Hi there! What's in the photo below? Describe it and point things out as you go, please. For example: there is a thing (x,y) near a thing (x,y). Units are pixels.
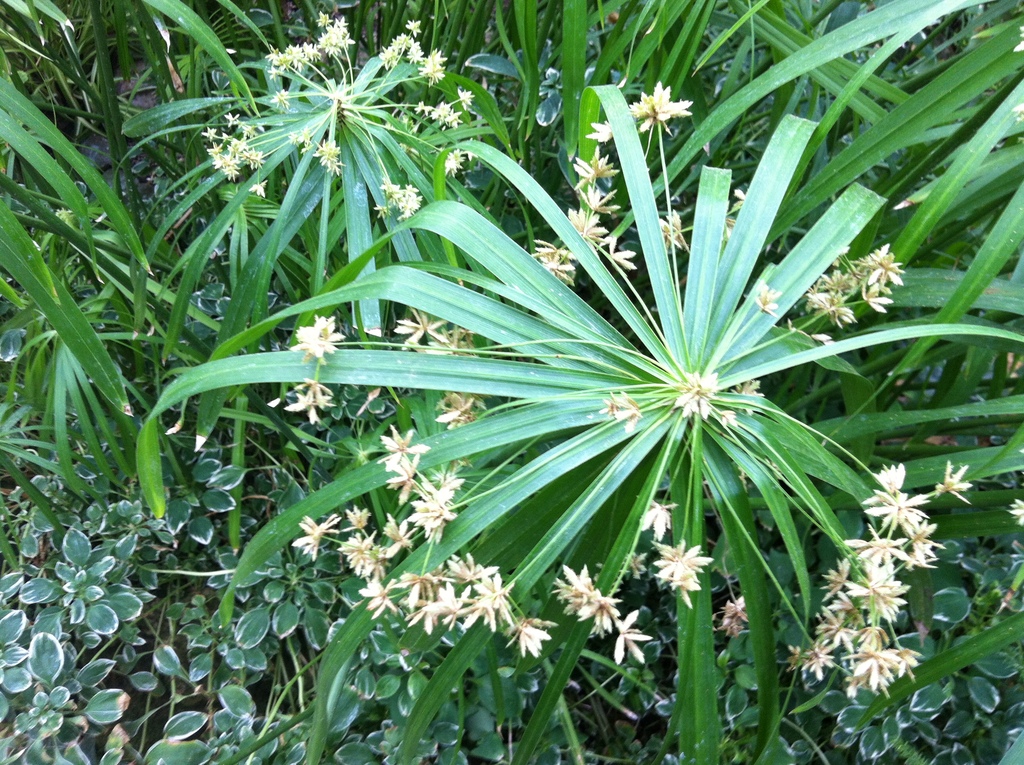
In this picture we can see some plants (539,238), flowers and leaves (447,232).
